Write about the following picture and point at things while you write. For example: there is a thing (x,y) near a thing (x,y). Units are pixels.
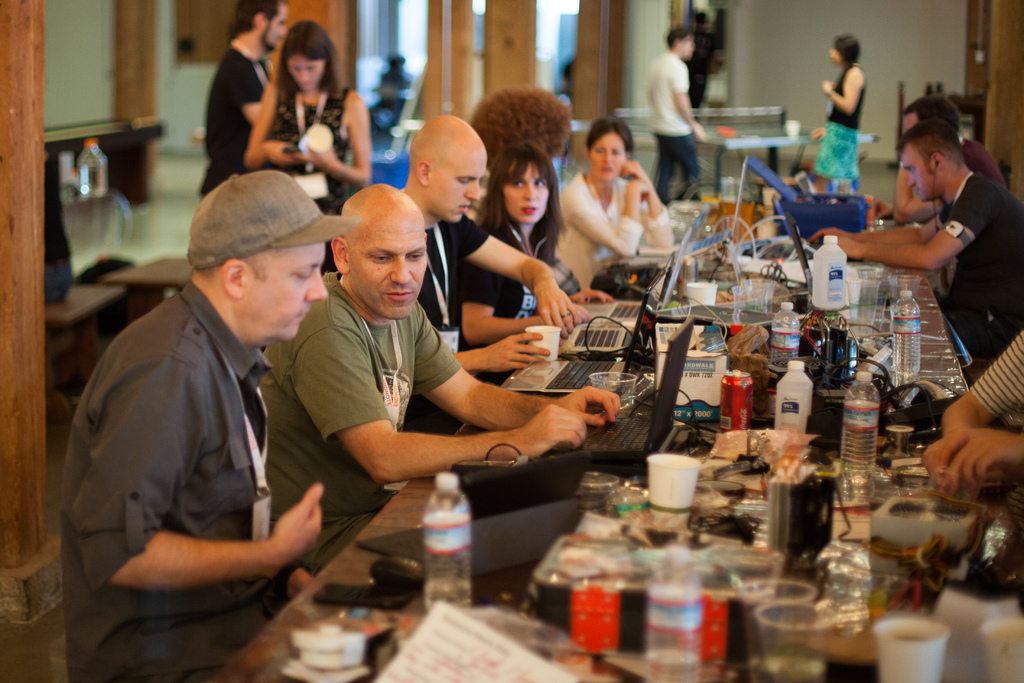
In this image we can see persons (394,225) at the table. On the table (461,468) we can see laptops (542,371), glasses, water bottles (793,332), beverage bottles (724,380), wires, water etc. In the background (824,62) we can see persons (837,65), pillars (616,36) and wall (658,37).
